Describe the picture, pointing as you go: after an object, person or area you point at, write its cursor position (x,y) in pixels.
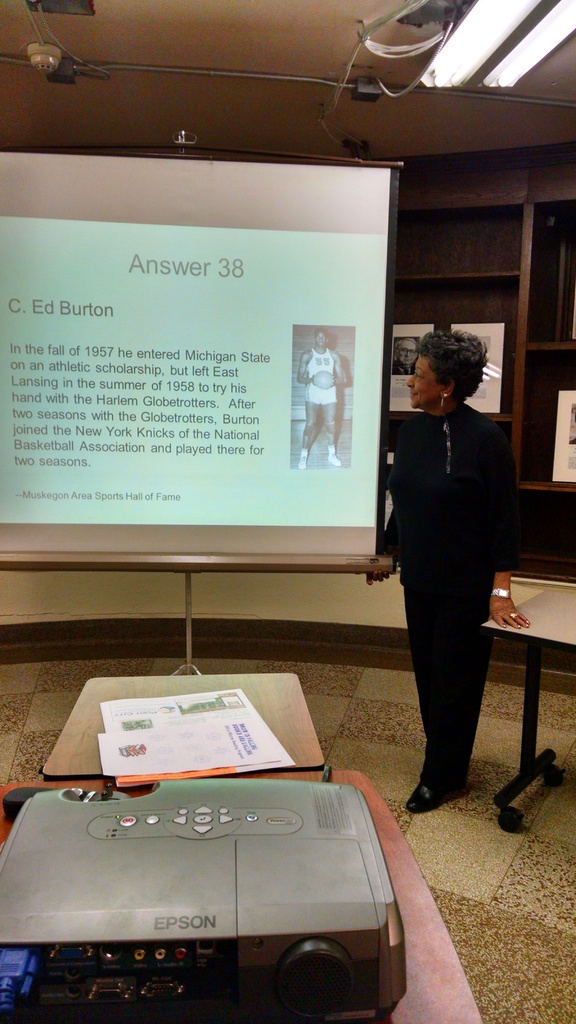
In this image we can see a woman (448,638) standing and looking at the projector display (364,438), electric lights (481,54), projector (289,838) and some papers (260,739) on the table (260,711).
